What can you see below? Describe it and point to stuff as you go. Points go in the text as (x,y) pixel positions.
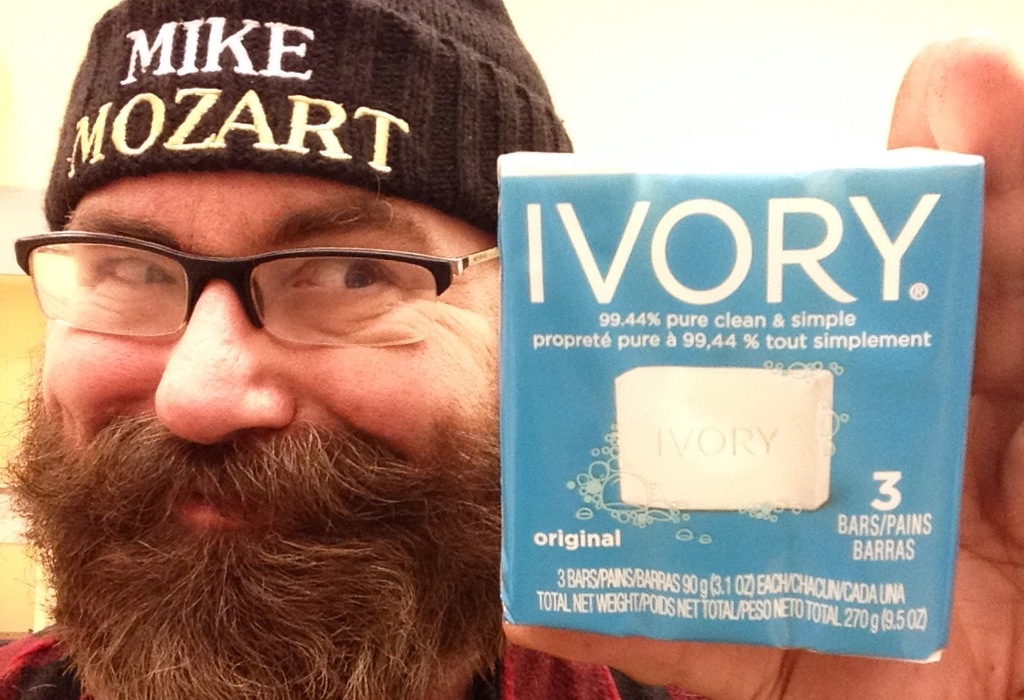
In the image there is a man (157,324) with spectacles (193,278) and there is a cap (151,41) with some text (151,41). He is holding a packet (963,377) with an image (716,428) and text (785,252) on it.
